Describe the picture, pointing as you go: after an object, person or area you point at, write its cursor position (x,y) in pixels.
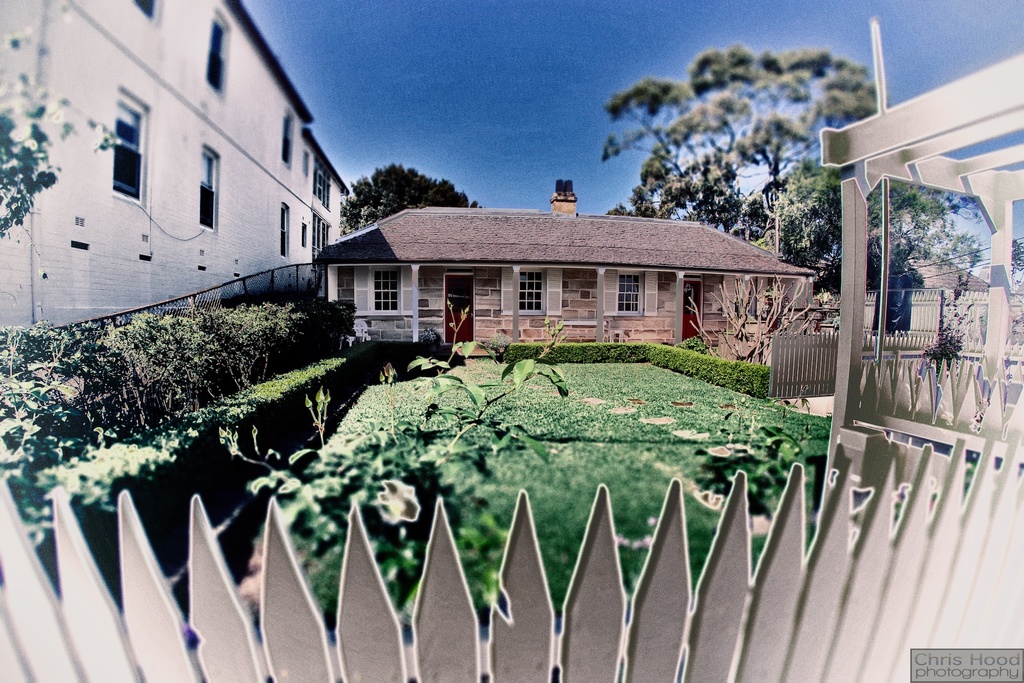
In this image we can see fencing (363,548), grass (776,408) and some plants (487,425) at the foreground of the image (576,438) and at the background of the image (195,169) there are some houses (325,216), trees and clear sky (433,66).
